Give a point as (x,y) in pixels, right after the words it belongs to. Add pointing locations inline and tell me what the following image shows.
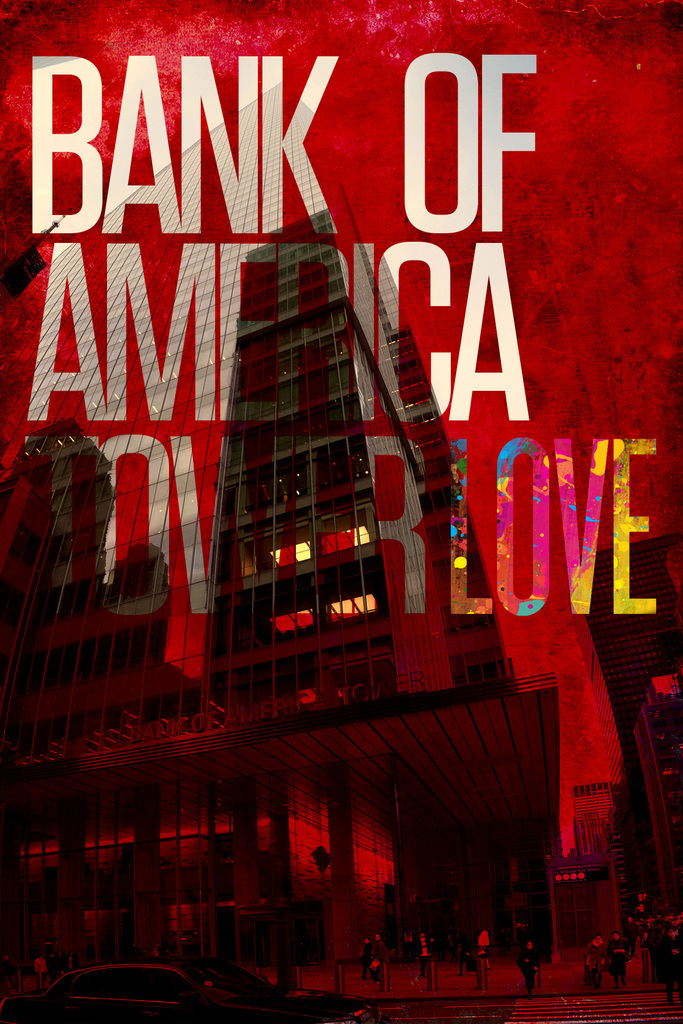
In this image there is a poster (350,542) with some text (334,396) and the image of the building (447,476).
